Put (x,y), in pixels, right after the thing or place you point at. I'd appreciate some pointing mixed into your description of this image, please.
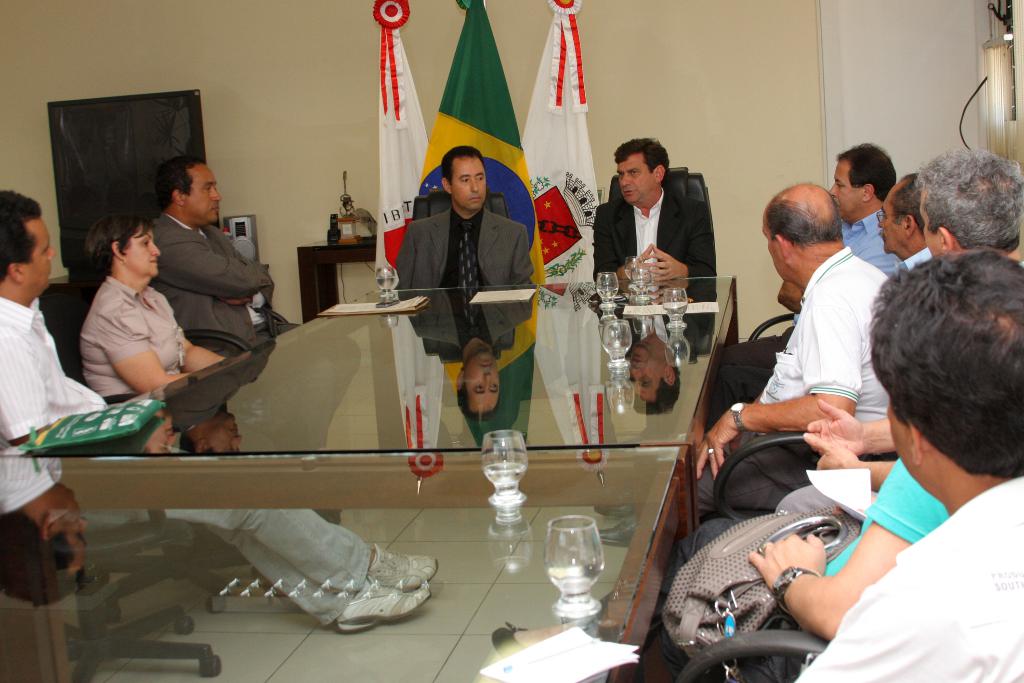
Here we can see some persons (781,353) are sitting on the chairs (702,669). This is table (439,476). On the table (577,378) there are glasses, and papers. These are the flags (474,88) and there is a television (152,160). On the background (287,98) there is a wall (757,139). And this is floor (263,651).
